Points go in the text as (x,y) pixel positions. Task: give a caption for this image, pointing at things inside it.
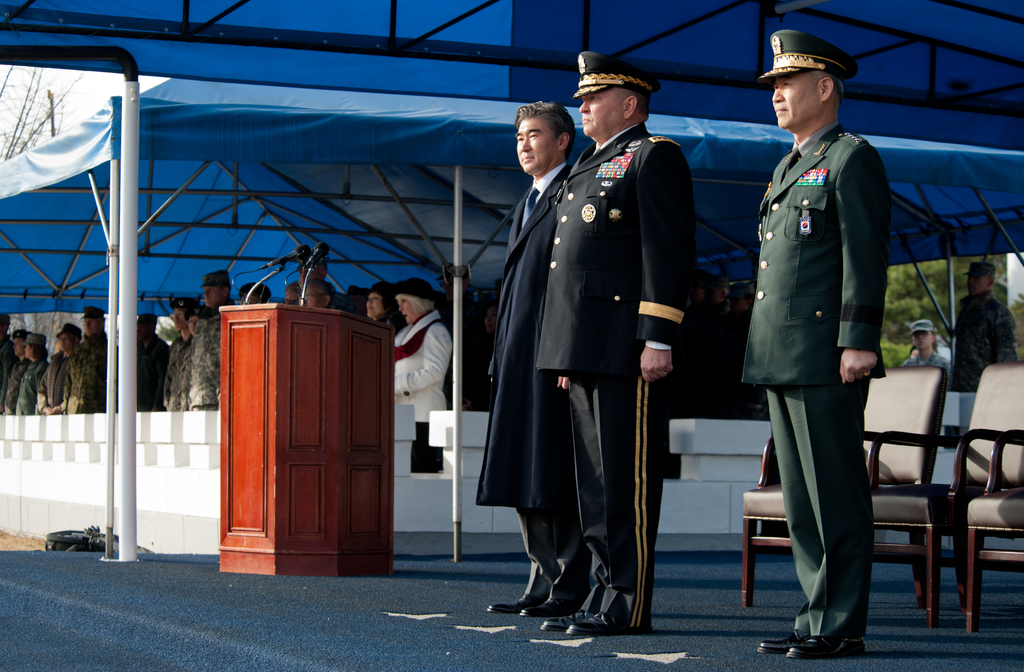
In this image in front (838,514) there are three persons (548,482) standing on the stage (461,590). Behind them there are chairs (871,477). Beside them there is a table (285,432). On the backside (353,297) there are people (353,297) standing under the tent (146,297). In the background (921,313) there are trees (945,303).
